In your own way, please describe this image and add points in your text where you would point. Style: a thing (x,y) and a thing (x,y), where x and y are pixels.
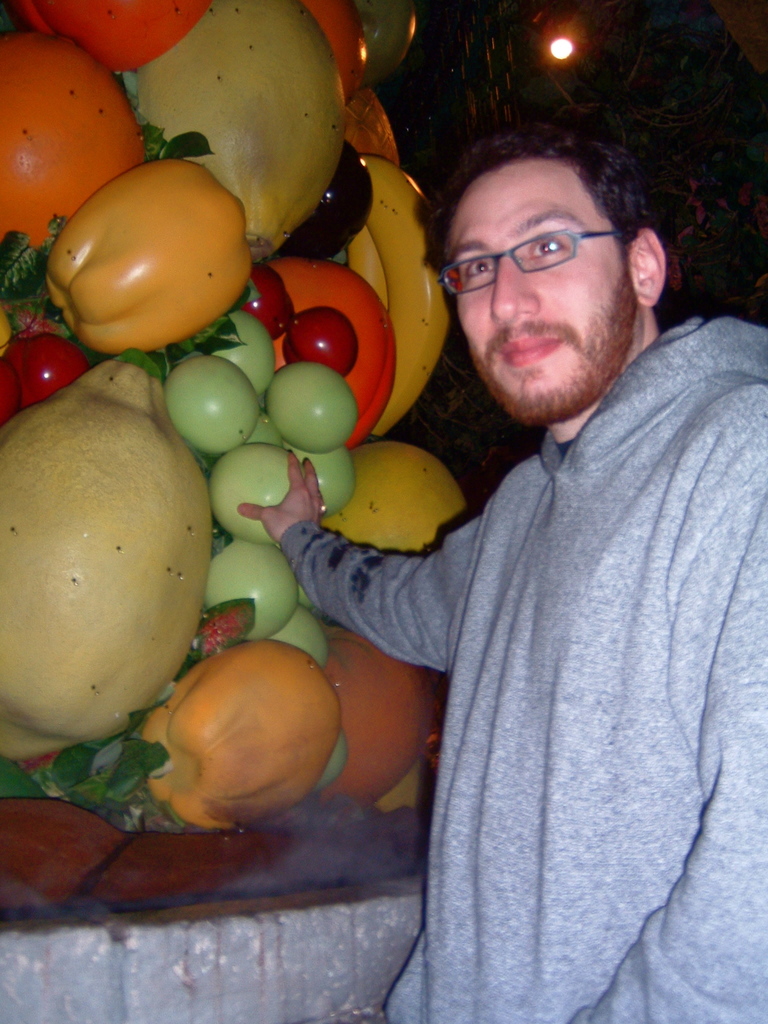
On the right side of the image (579,760) there is a man (651,680) with grey jacket (644,680) is standing and he kept spectacles (541,240). And he is touching the fruits (45,57). On the left side of the image (152,313) there are toy fruits (239,389). In the top right corner of the image (694,99) there are leaves (512,106) with light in it.
